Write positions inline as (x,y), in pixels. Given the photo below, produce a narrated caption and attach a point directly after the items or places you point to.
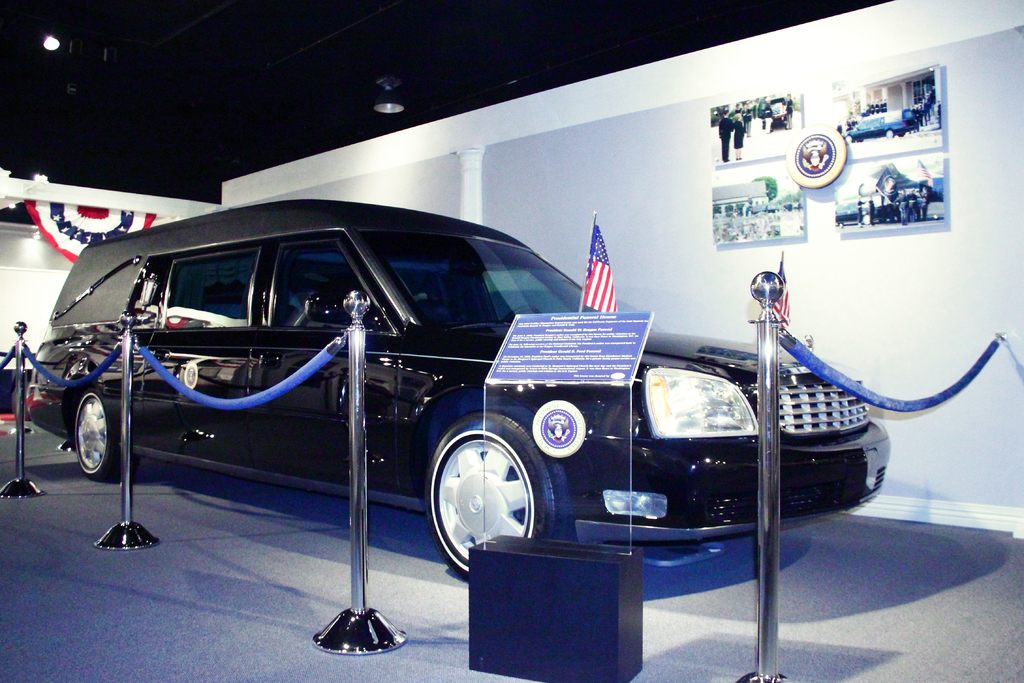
In this image we can see a museum (113,174), where a car (530,303) is displayed which is in black color and which is surrounded by Iron poles (353,426) and we can also see a american flag (595,260) and we can see a white wall (616,126) behind the car (377,412) and few photographs (719,150) are displayed to the same wall (767,158).
